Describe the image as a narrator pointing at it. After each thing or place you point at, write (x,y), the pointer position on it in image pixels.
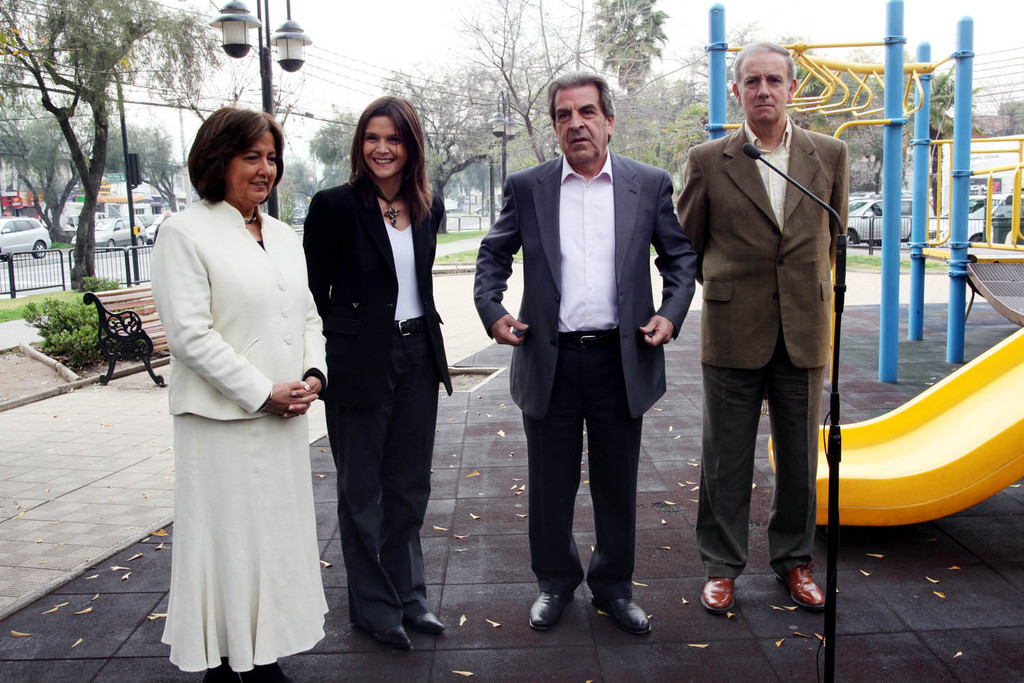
In this image I can see group of people (512,259) standing. In front (591,281) the person (598,268) is wearing gray blazer (626,221), white color shirt (611,263) and black color pant (616,384). In the background (642,123) I can see few lights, benches (105,318), few vehicles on the road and I can see few trees (551,128) in green color and the sky (346,42) is in white color.
